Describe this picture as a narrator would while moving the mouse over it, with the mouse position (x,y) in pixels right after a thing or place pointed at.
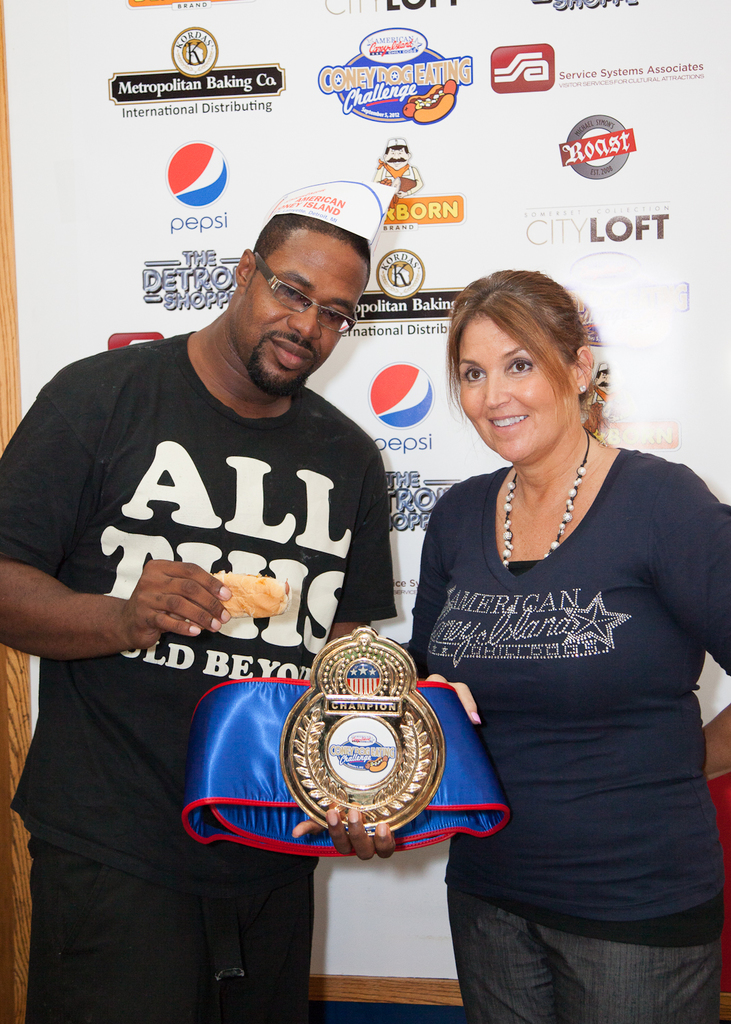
In this image I can see two people (102,572). These people (198,587) are holding the shield (368,822) and the cloth (196,760) which is in blue and red color. These people (123,458) are wearing the black and navy blue color dress (271,538). In the back (166,118) I can see the board (214,128) which is colorful.
